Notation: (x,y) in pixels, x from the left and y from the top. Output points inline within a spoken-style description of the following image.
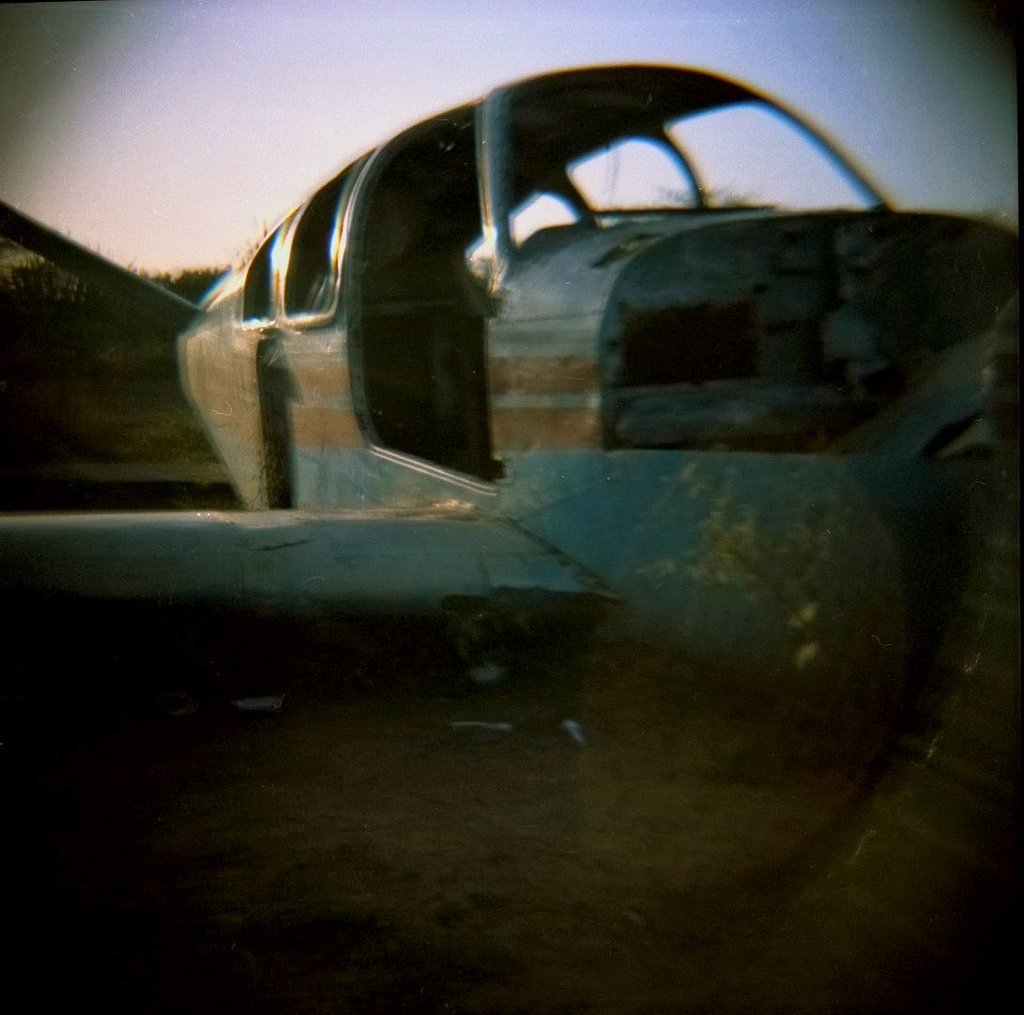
In this picture I can see there is a air plane frame (490,400), it is in blue color and the sky (537,45) is clear.
